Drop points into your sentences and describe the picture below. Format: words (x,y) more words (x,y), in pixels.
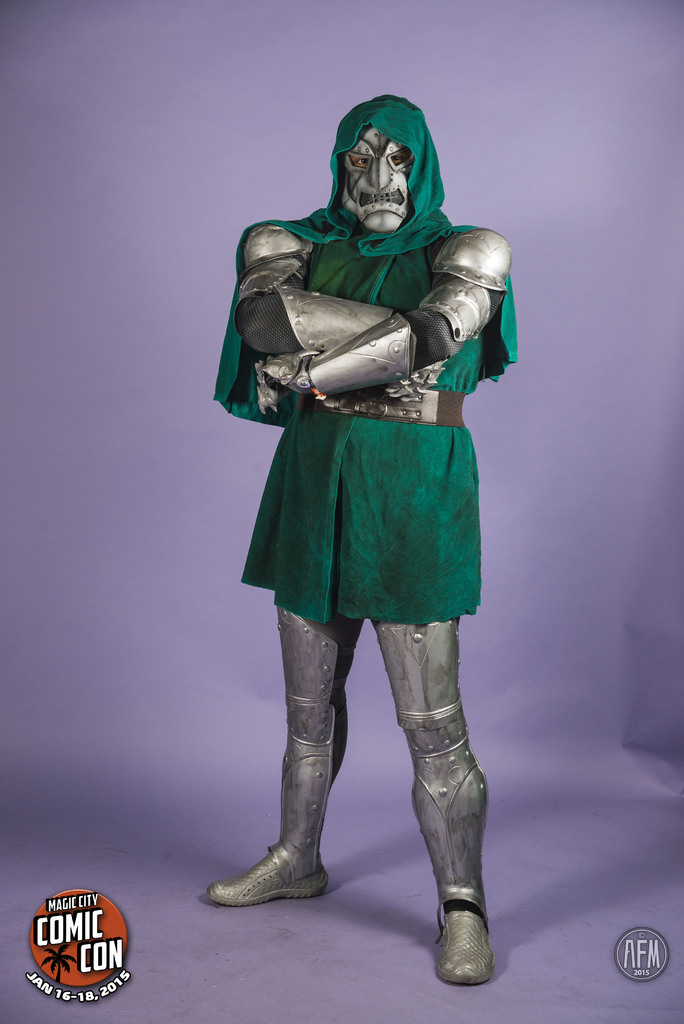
In this picture there is a man (442,424) who is wearing armour (363,387) and green cloth (381,476). On the bottom left corner (96,917) there is a watermark (70,955). In the back (543,630) we can see purple color wall (570,425).
